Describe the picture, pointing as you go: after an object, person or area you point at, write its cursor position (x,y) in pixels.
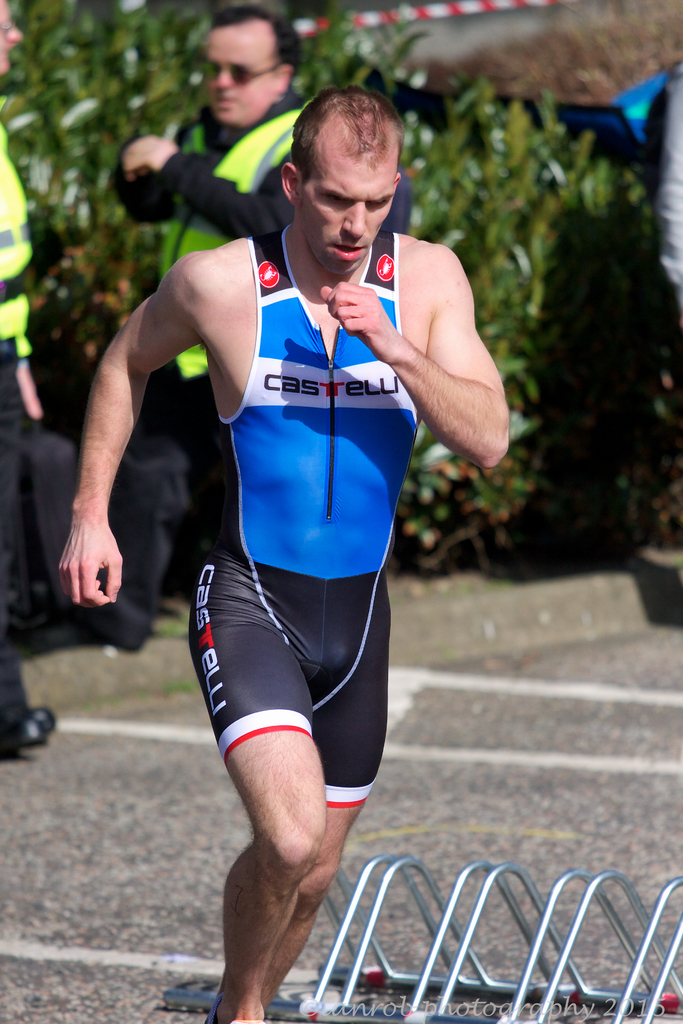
In the foreground (305,283) there is a person (278,494), iron frame (569,943) and rock surface (176,866). In the background (216,128) there are plants (86,87), people (189,165) and other objects (454,5).
